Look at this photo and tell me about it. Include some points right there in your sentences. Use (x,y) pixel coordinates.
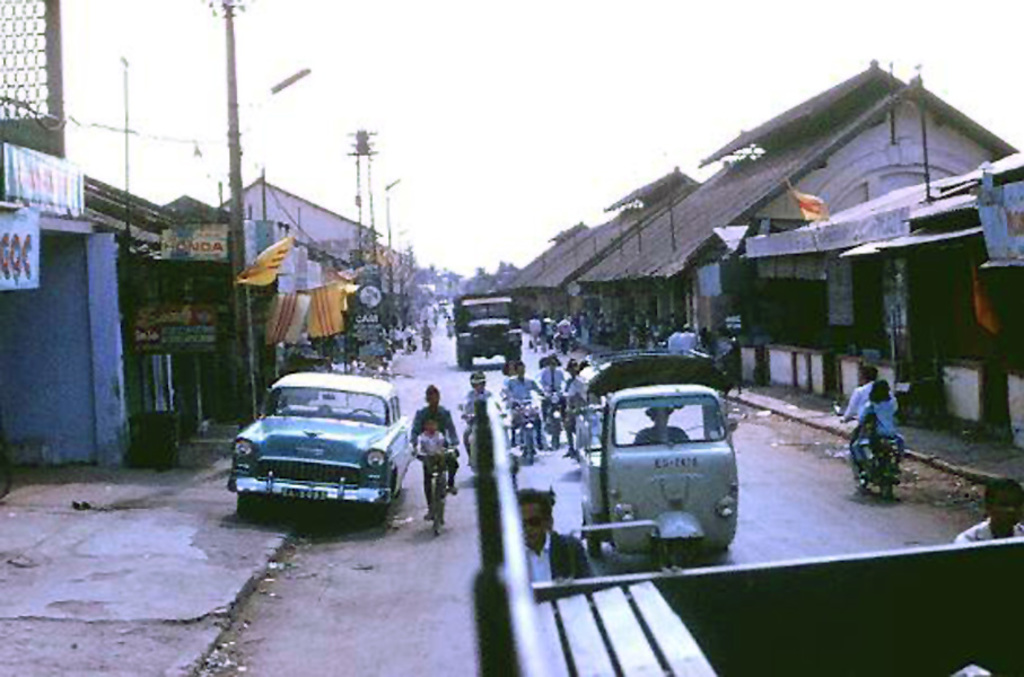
In the middle of the image (665,363) there are some vehicles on the road (243,643) and few people (703,346) are walking and riding bicycles (432,511). At the top of the image (774,87) there are some poles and buildings (543,281) and sky (76,115).
